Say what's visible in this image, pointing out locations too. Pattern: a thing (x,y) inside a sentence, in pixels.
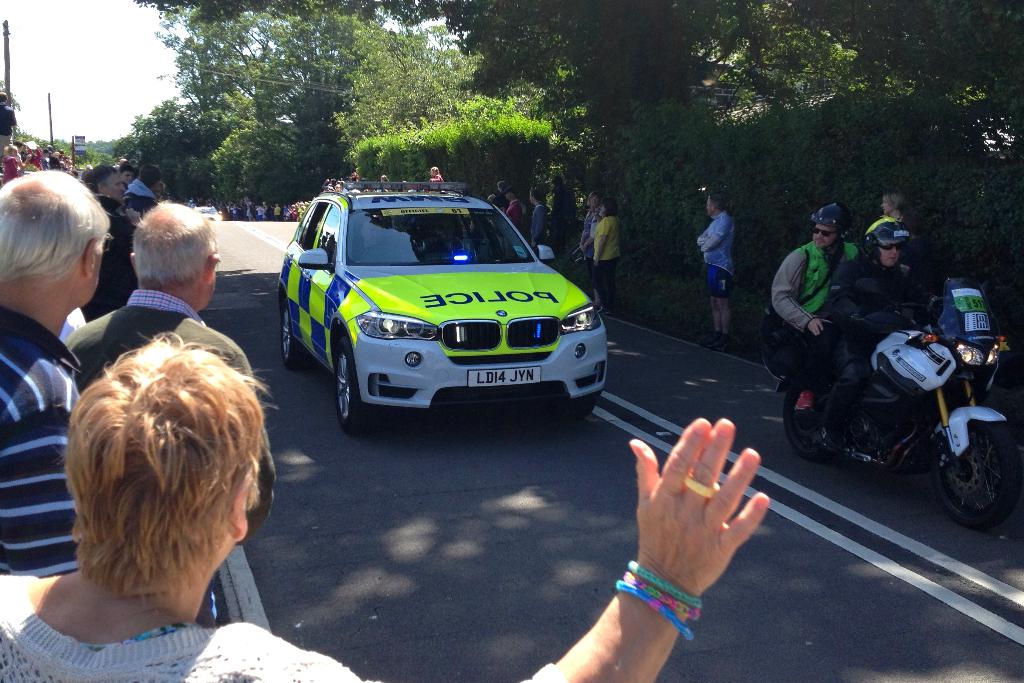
In this picture we can see a car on the road (496,526). There are two persons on the bike (936,432). Here we can see some persons (123,318) standing on the road (346,571). These are the trees (380,109). And there is a sky (116,62).
